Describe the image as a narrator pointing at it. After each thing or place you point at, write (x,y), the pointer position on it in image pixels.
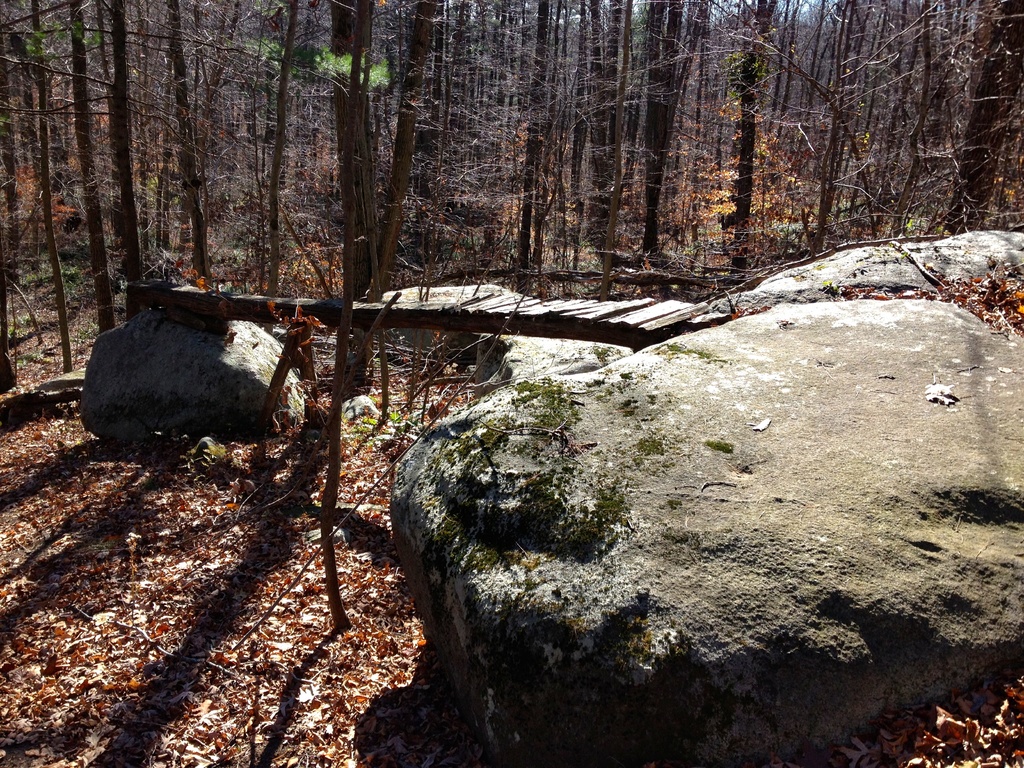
In this image I can see few rocks (648,487), background (147,77) I can see dried trees (774,23) and the sky (789,12) is in white color.
